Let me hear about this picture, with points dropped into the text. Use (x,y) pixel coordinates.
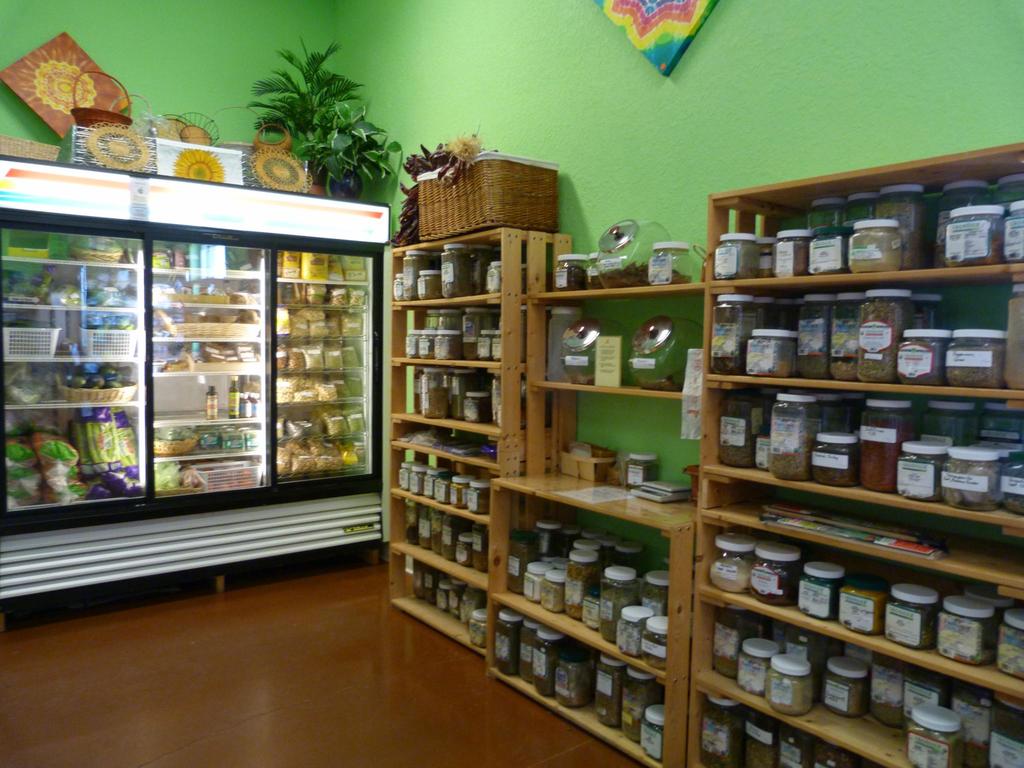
In this image in front (966,475) there are wooden racks (395,423) and we can see food items (844,248) on the racks (750,601). At the left (217,430) there is a fridge (95,307) and inside the fridge (173,402) there are food items (310,359). On top of the fridge (130,190) there are photo frames (223,161), flower pots (322,140). On the backside (843,26) there is a green wall (572,136) with the frames (665,48) on it.
